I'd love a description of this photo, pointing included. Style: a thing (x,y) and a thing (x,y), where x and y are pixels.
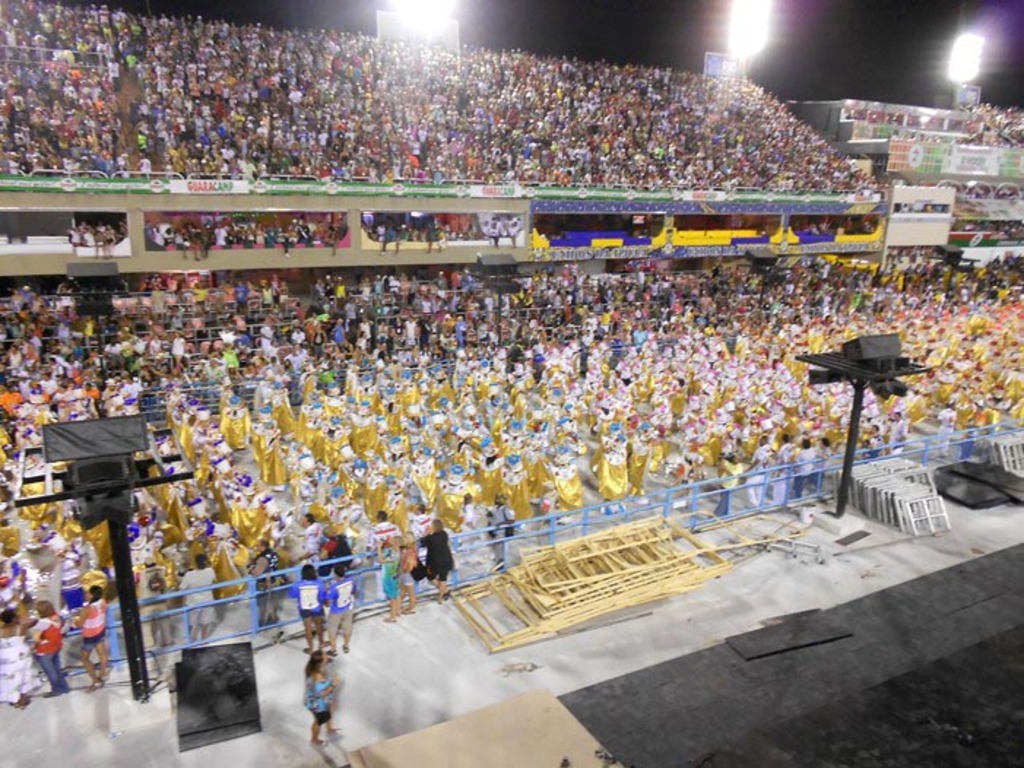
This is a stadium (281,299) and here we can see stands (388,320), lights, railings (595,522), banners (394,192), boards (999,481) and there is a crowd (666,335) and we can see wooden pallets (684,534) on the floor (712,723).
